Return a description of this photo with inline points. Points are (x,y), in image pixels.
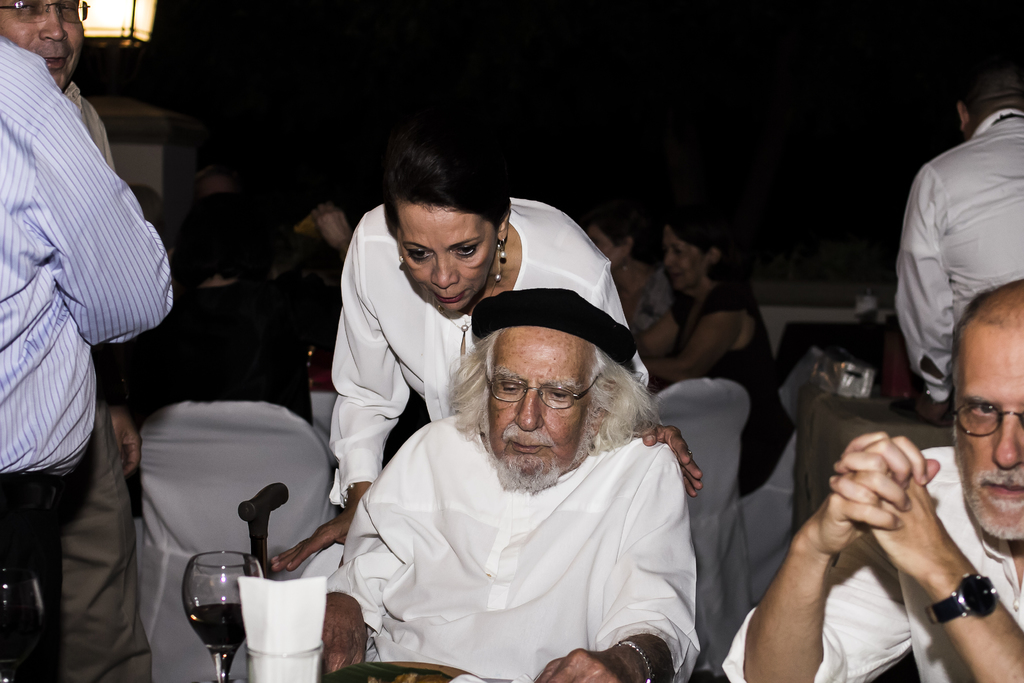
In this image I can see few persons (510,596) are sitting on chairs (707,599) which are white in color and few persons (504,260) are standing. I can see few tables (839,412) and on the table (854,401) I can see a glass (216,670) and few other objects (298,626). I can see a light (149,25) and the dark background (193,17).
